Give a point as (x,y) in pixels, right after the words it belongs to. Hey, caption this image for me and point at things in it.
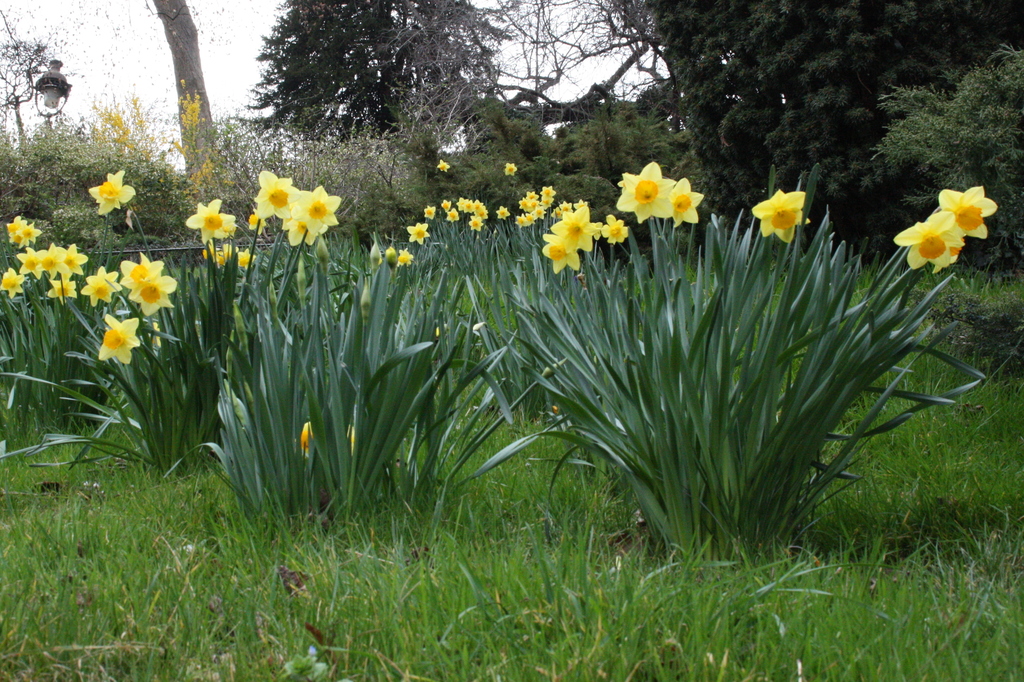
In this picture we can see some grass (328,620) on the ground (125,583). There are a few flowers (263,227), plants (451,207) and trees (528,121). We can see an object (63,89) on the left side (55,70).
